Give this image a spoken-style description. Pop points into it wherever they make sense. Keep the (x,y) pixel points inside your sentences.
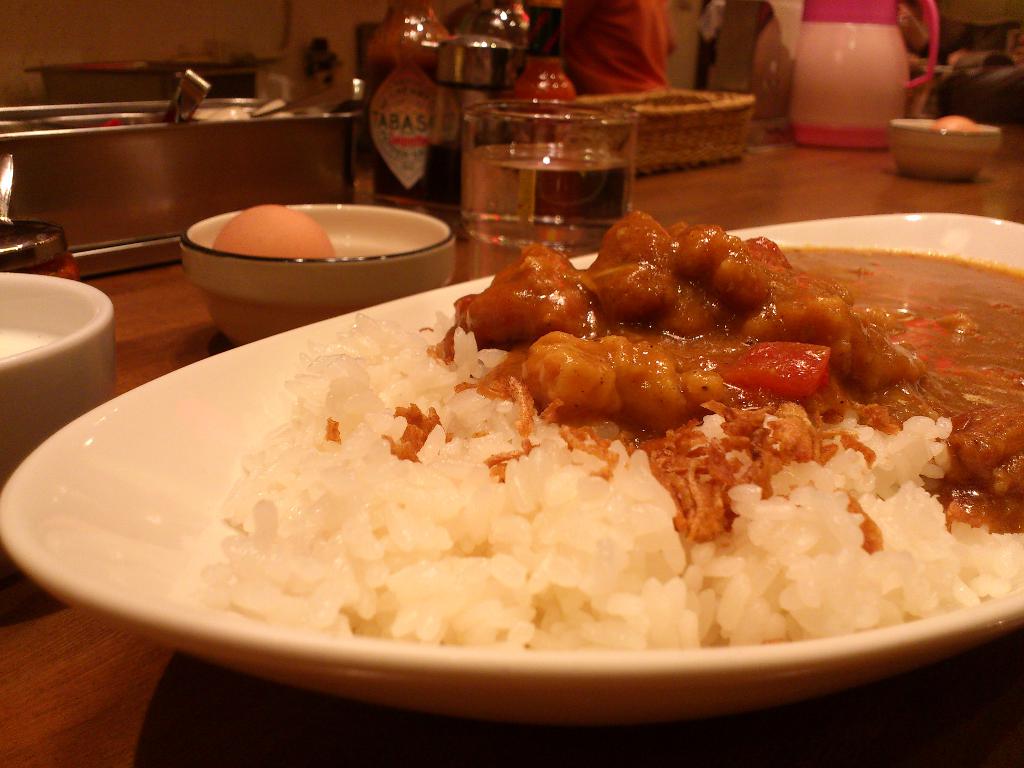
In this picture we can observe a some food (310,412) placed in the plate (137,530). The plate (159,503) is in white color, placed on the brown color table (339,711). We can observe bowls (928,150) on the table (693,188). There is a glass (511,166) and bottles (446,71) on the table (437,212). We can observe a pink color jar (827,84) on the table (802,183).
